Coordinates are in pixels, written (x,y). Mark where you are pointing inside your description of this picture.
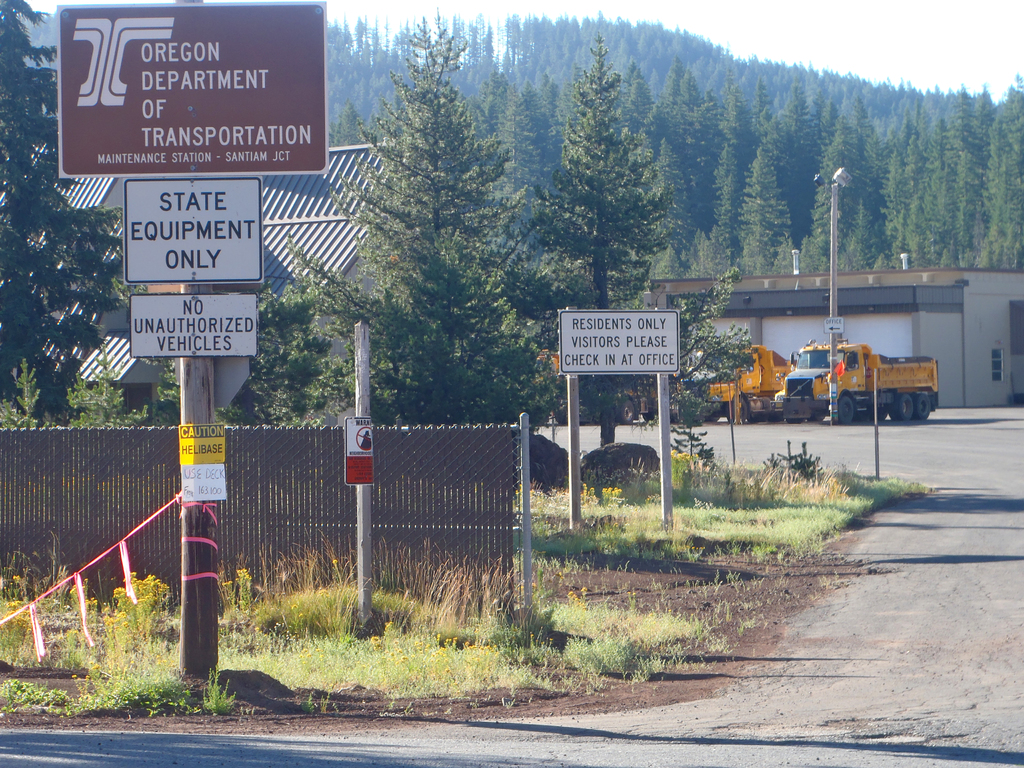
In this picture we can see boards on poles (196,656), grass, vehicles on the road (815,666), plants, fence (55,499), houses (964,335), trees (992,262) and rocks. In the background of the image (895,67) we can see the sky (964,78).
